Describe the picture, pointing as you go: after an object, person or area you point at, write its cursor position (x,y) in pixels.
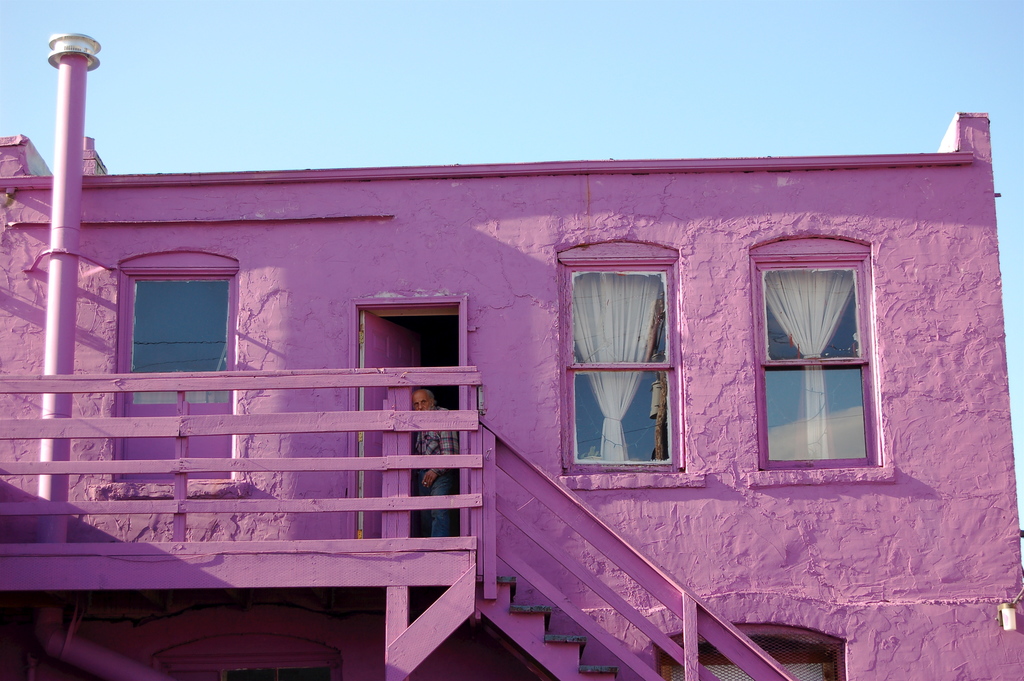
In the picture there is a pink building (348,654), it has three windows (863,344) and there is a door (441,388) and a person (416,405) is standing in front of the door (374,493), beside the door (416,518) there are stairs (546,611) downwards and there is a pole (63,356) beside one of the window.
